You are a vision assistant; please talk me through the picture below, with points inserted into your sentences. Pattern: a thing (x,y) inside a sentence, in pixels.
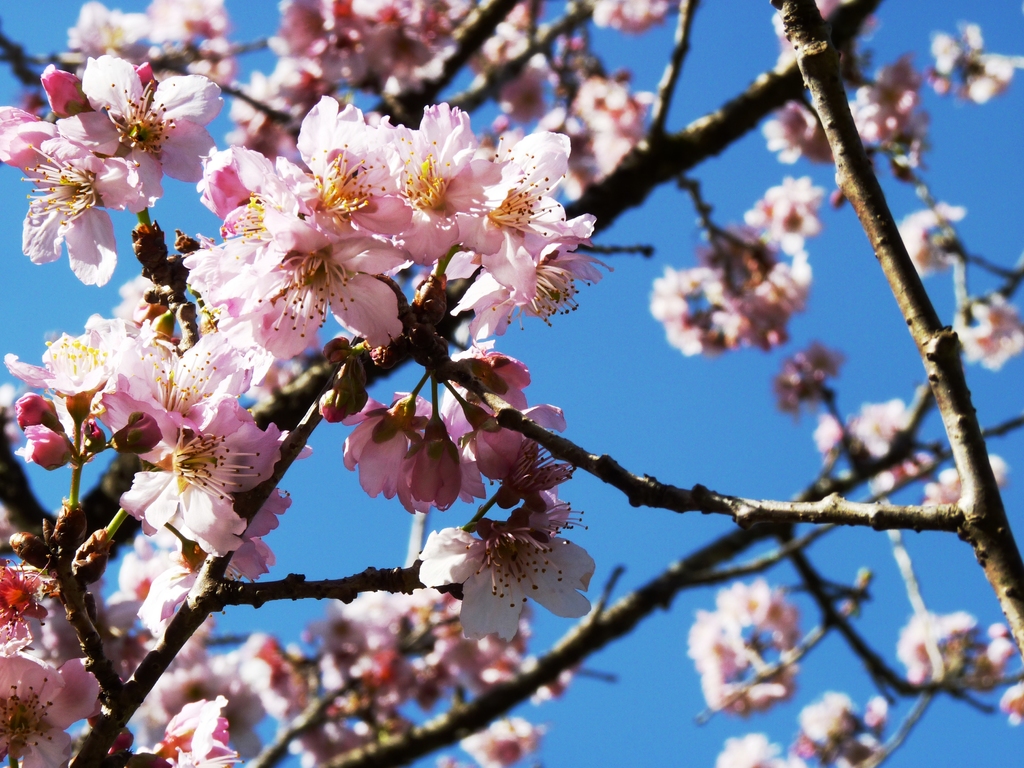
In this image there are few stems (415,542) having flowers (370,192) and buds (83,106) to it. Background (939,590) there is sky (681,444).
